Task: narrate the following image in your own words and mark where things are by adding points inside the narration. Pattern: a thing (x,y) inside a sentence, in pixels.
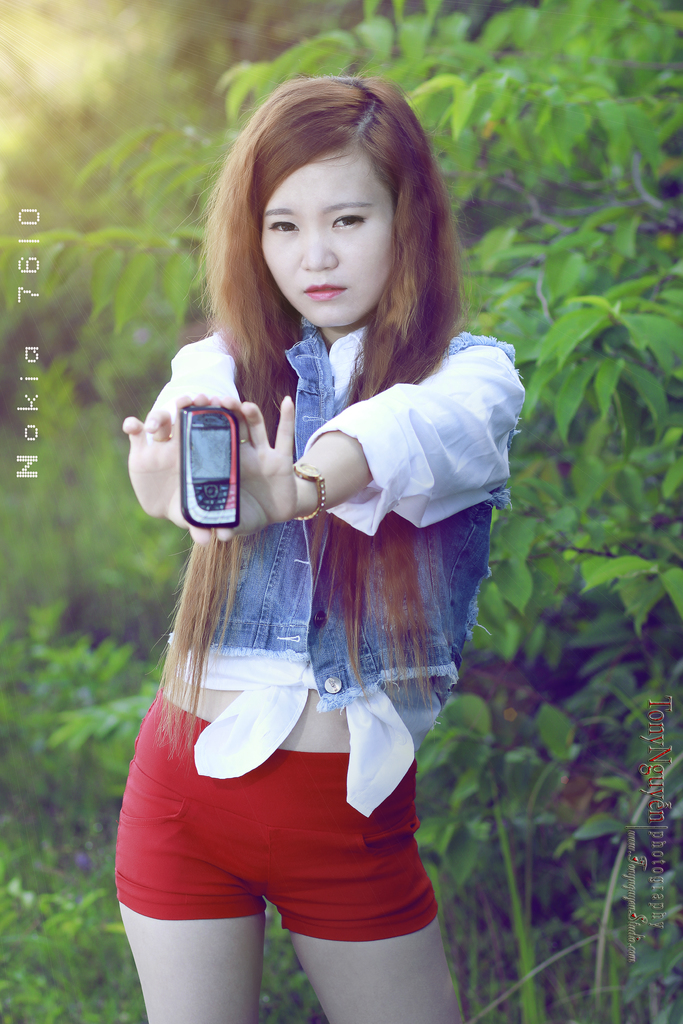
Here we can see a woman (208,229) is standing and holding a mobile (200,485) in her hands (268,496), and at back (572,149) here are the tree (585,214).
